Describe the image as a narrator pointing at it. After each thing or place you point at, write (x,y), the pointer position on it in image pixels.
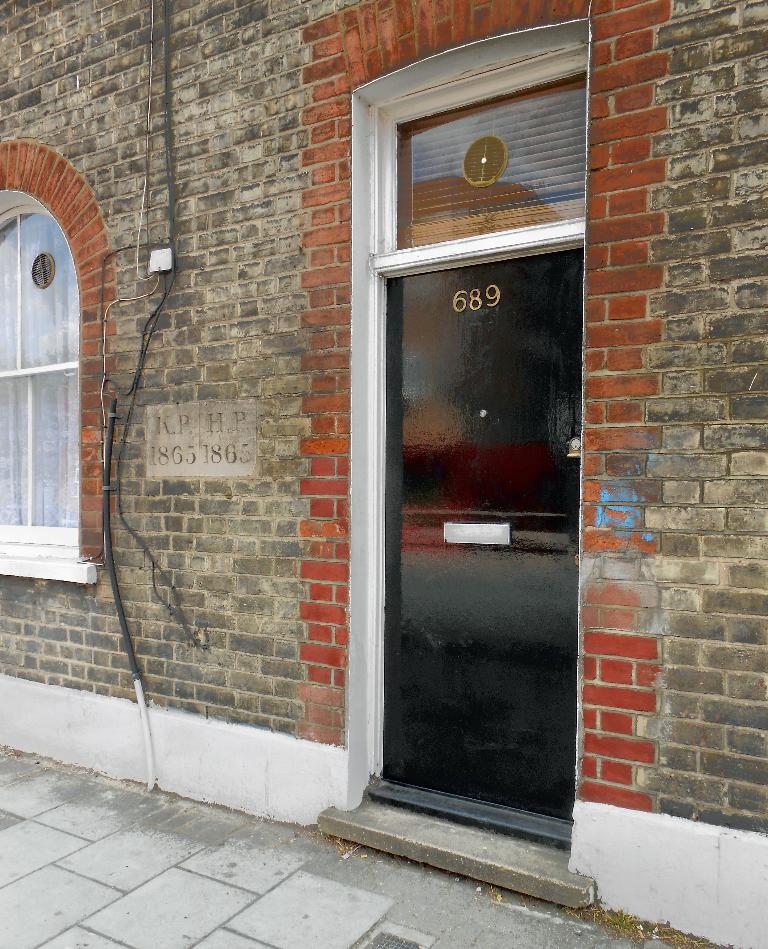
In this image I can see the ground (156,841) and a building (262,342) which is made up of bricks (729,634). I can see a window (73,390), a black door (447,452) and few wires (109,494) to the building (166,330).
